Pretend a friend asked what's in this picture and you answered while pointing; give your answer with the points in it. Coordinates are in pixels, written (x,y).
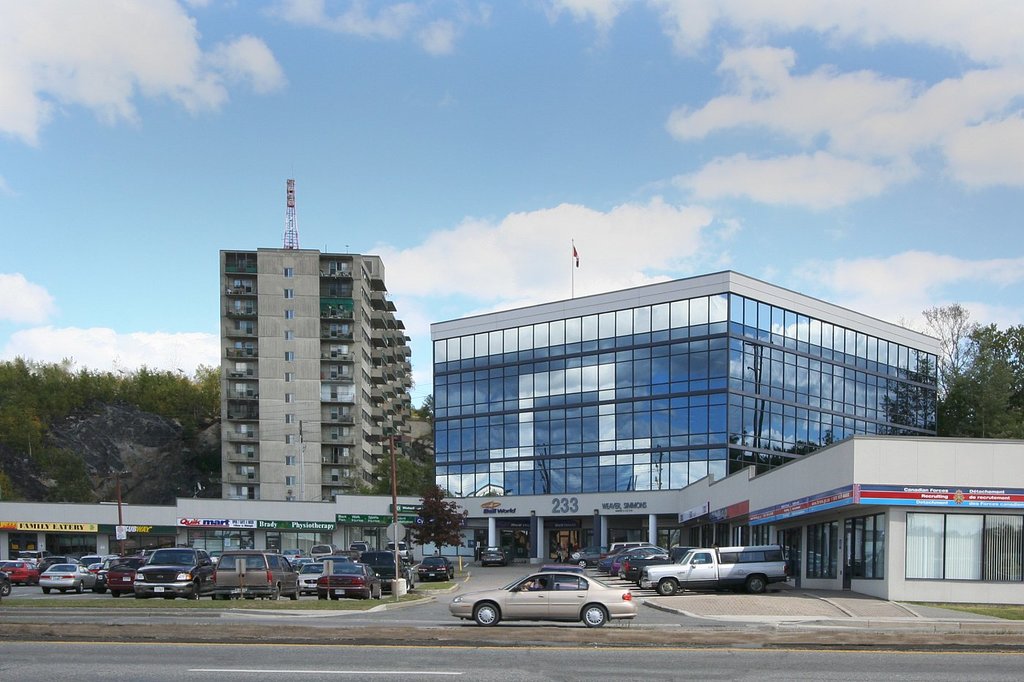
In this image we can see few buildings (465,537), there are some vehicles (501,587), trees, windows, pillars (537,550) and mountains (145,436), in the background (774,133) we can see the sky (604,139) with clouds (714,121).
